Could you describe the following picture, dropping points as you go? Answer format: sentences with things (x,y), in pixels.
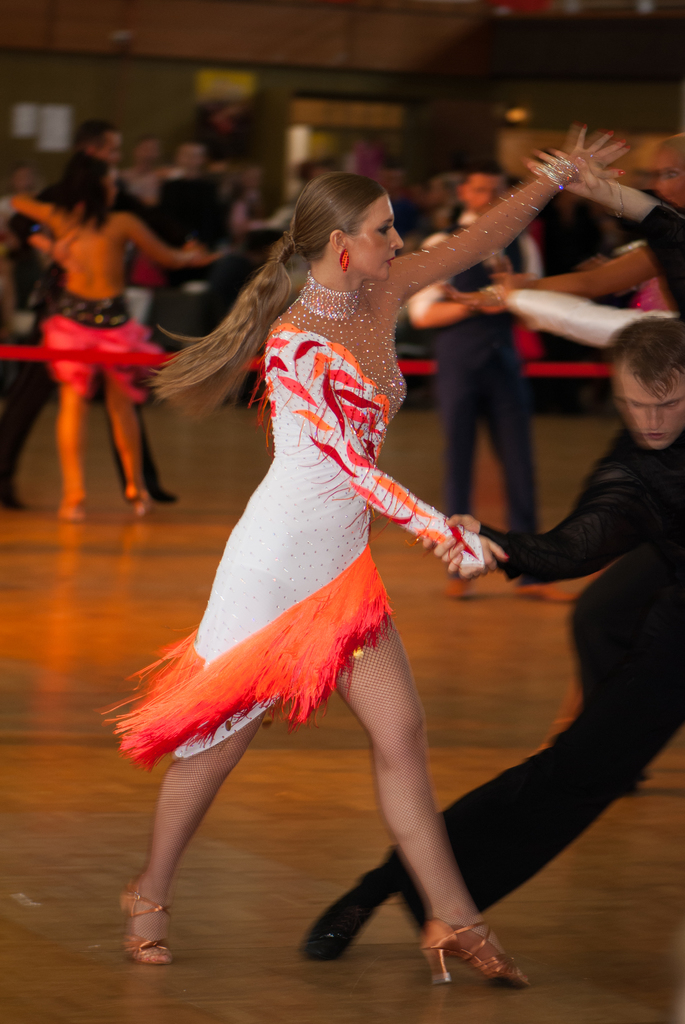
In this image we can see this woman (420,811) wearing white dress (335,584) and this man (620,609) wearing black dress (613,616) are standing on the wooden surface (338,808). The background of the image (11,200) is slightly blurred, where we can see a few more people (656,155) are standing on the ground (186,420) and the wall (8,122).
